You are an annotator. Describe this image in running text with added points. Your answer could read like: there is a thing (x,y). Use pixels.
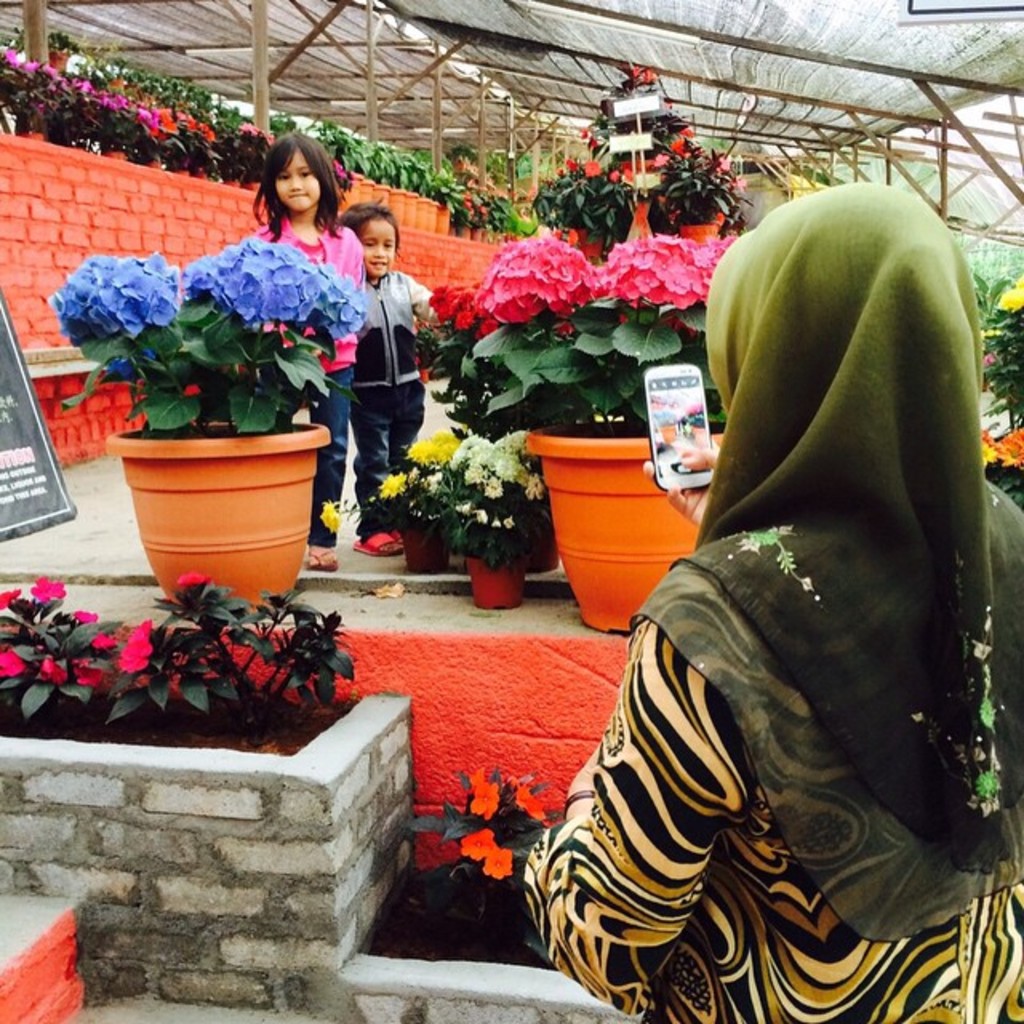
On the right side of the image (781,648) there is a lady (747,494) standing and holding the mobile (665,383) in her hand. In front of her there are plants (333,661) which are in pink color. In front of them there are few pots (616,523) with white, yellow, pink and violet color flowers (478,464). Behind them there are two kids (390,304) standing. In the background (425,344) there are many pots (605,209) with plants (613,222) and flowers (270,138). Also there are wooden logs (378,99), at the top of the image (465,76) there is a roof (519,28). On the left side of the image (10,439) there is a black poster (24,460).
